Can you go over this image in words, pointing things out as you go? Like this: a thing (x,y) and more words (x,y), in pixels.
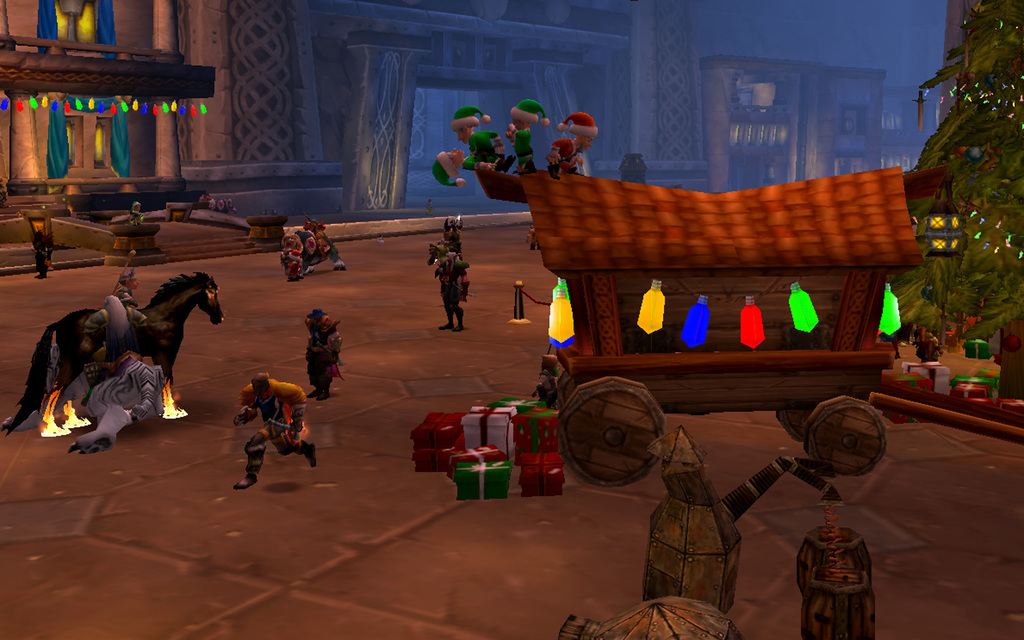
This image is an animated image. In the middle (456,258) there are some toys (320,343), horse (169,352), fire (164,386), gifts (456,419), vehicle (640,366) and buildings (61,137). On the right (982,193) there are trees (981,237) and gifts (965,380). At the bottom (638,545) there is a floor (252,585).
